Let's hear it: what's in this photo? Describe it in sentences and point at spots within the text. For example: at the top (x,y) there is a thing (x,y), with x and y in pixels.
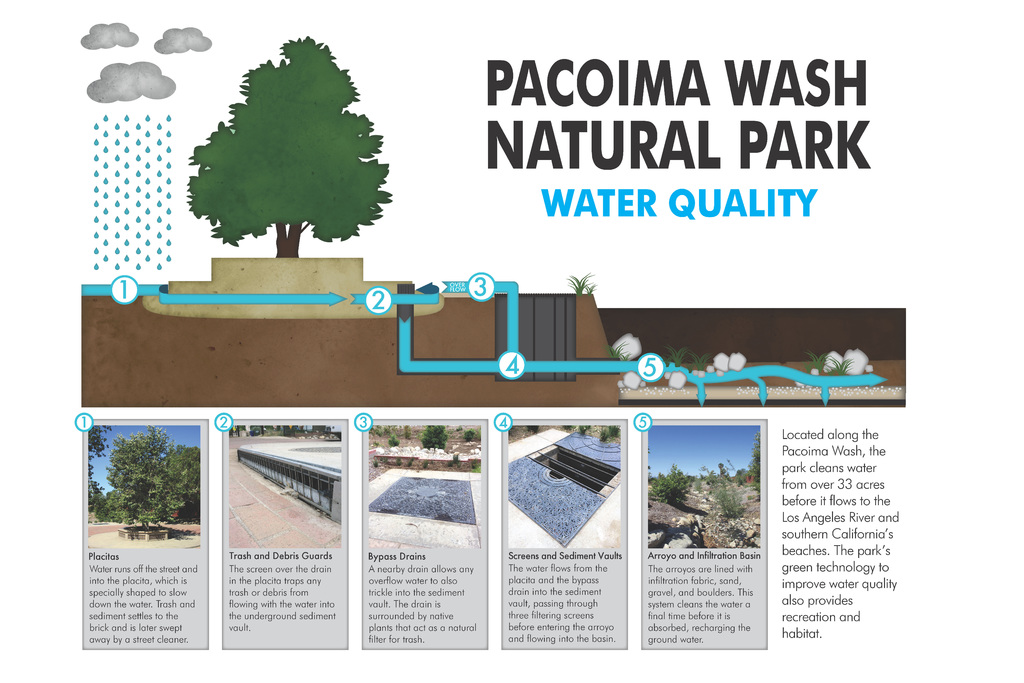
In this image I can see the articles (536,554) in which I can see the pictures (231,481) of trees (120,502), rocks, plants (714,482), trees (654,489) and I can also see the clouds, rain (147,179). I can see the name (623,134) written on the article (680,236).
